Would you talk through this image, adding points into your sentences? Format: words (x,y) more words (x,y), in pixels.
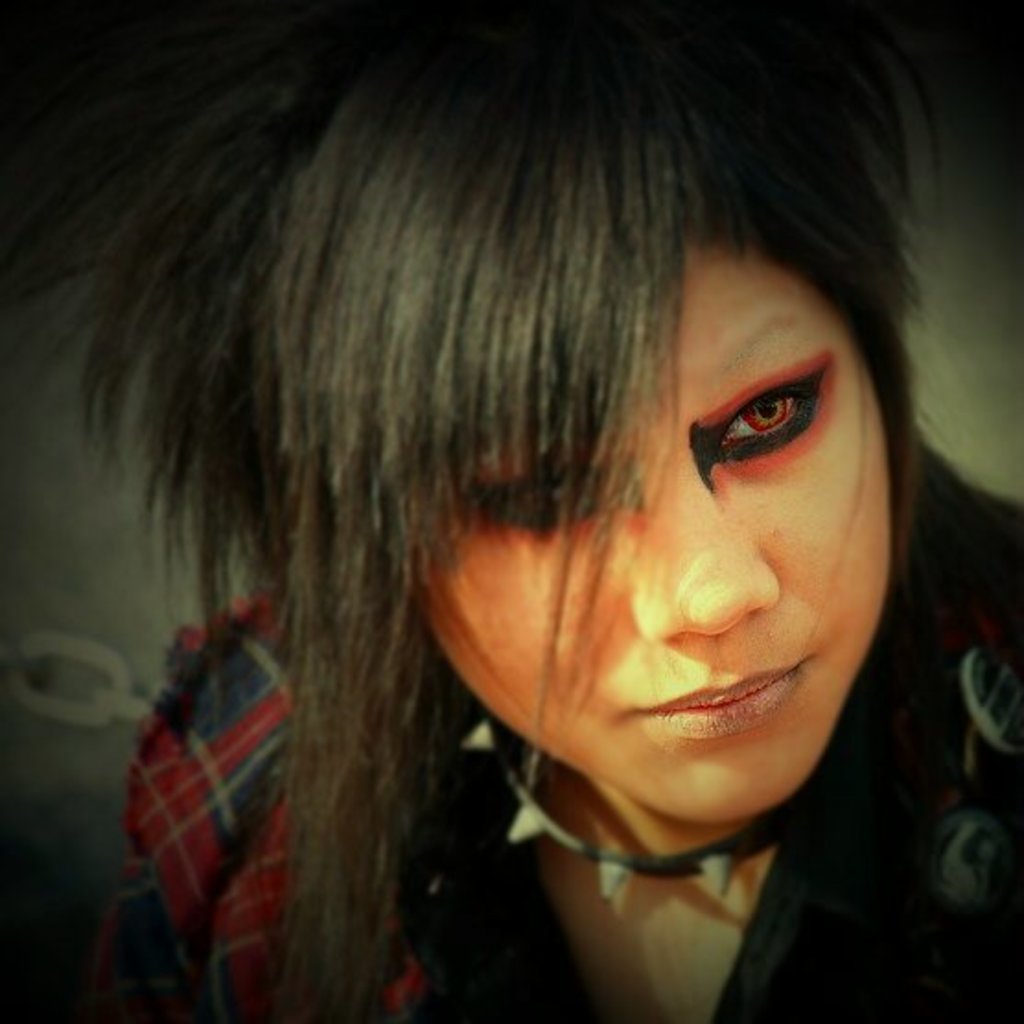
In this image I can see a person (392,697) wearing red color dress (233,793) and looking at the camera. The background (953,377) is blurred.
